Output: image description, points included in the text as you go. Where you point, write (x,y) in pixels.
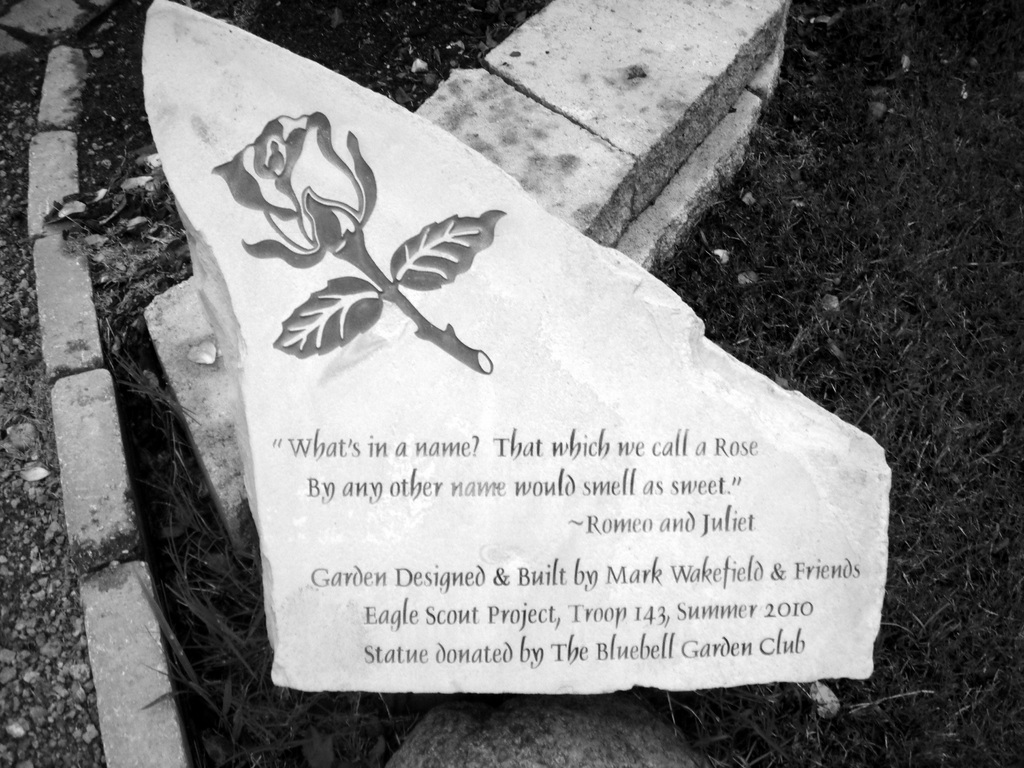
This image consists of a memorial stone (490,495). On which there is a text (717,610). At the bottom (972,662), there is green grass (944,565). On the left (125,682), we can see the bricks (126,668) kept on the ground (176,638). And there is flower (308,345) on the stone (368,357).
